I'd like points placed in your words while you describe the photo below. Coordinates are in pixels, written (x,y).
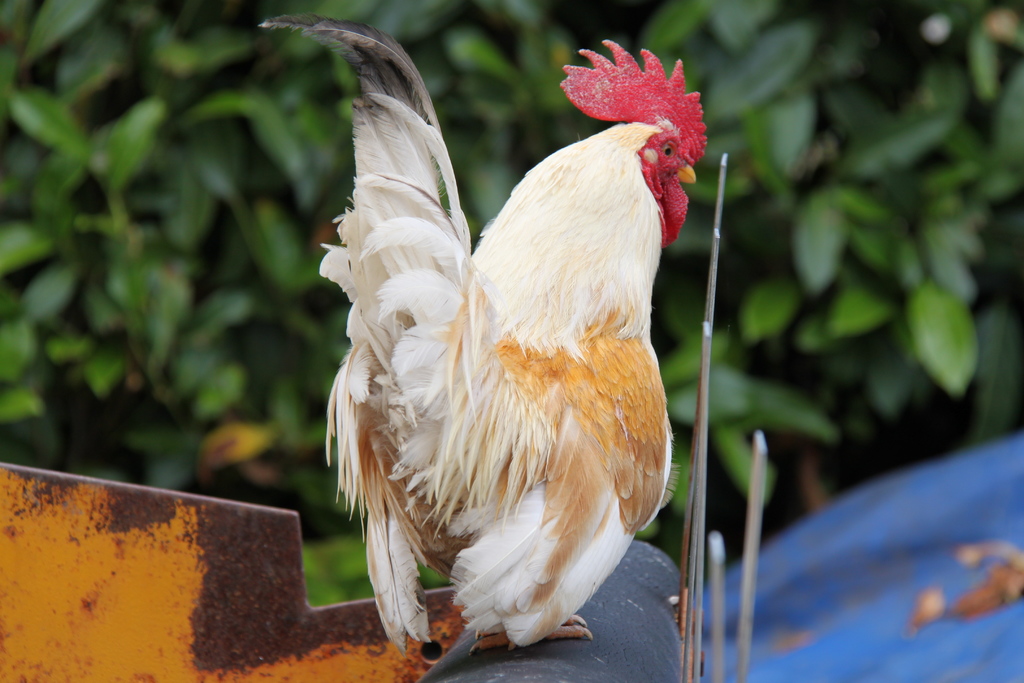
In the center of the image (508,309) we can see a hen (542,327). At the bottom (646,621) there is a rod (626,665). In the background (263,185) there are trees (488,142).
